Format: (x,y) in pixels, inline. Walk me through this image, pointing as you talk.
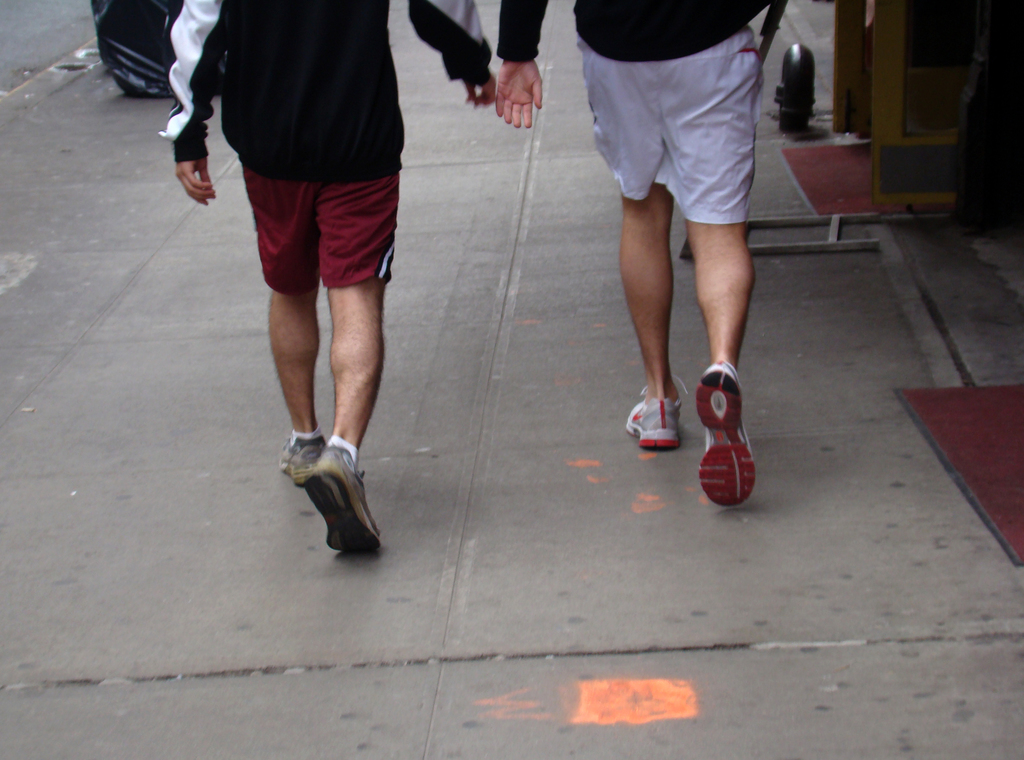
In this image we can see two people (327,455) walking and there are some objects (856,218).
